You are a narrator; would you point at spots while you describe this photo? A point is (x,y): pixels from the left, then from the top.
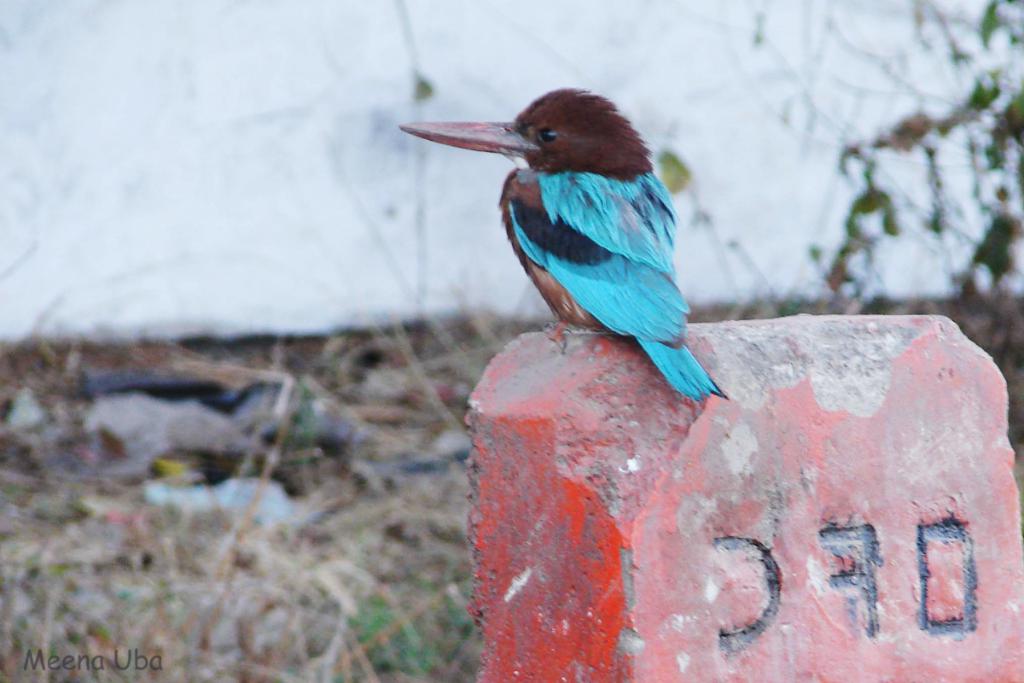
In this picture, we see a bird (504,202) with blue color is on the red color kilometer stone (655,511) or a wall (640,572). It has a long beak (464,131). At the bottom of the picture (209,621), we see grass (209,621) and twigs (242,625). In the background (144,56), we see a white wall (693,140). It is blurred in the background (170,383).
